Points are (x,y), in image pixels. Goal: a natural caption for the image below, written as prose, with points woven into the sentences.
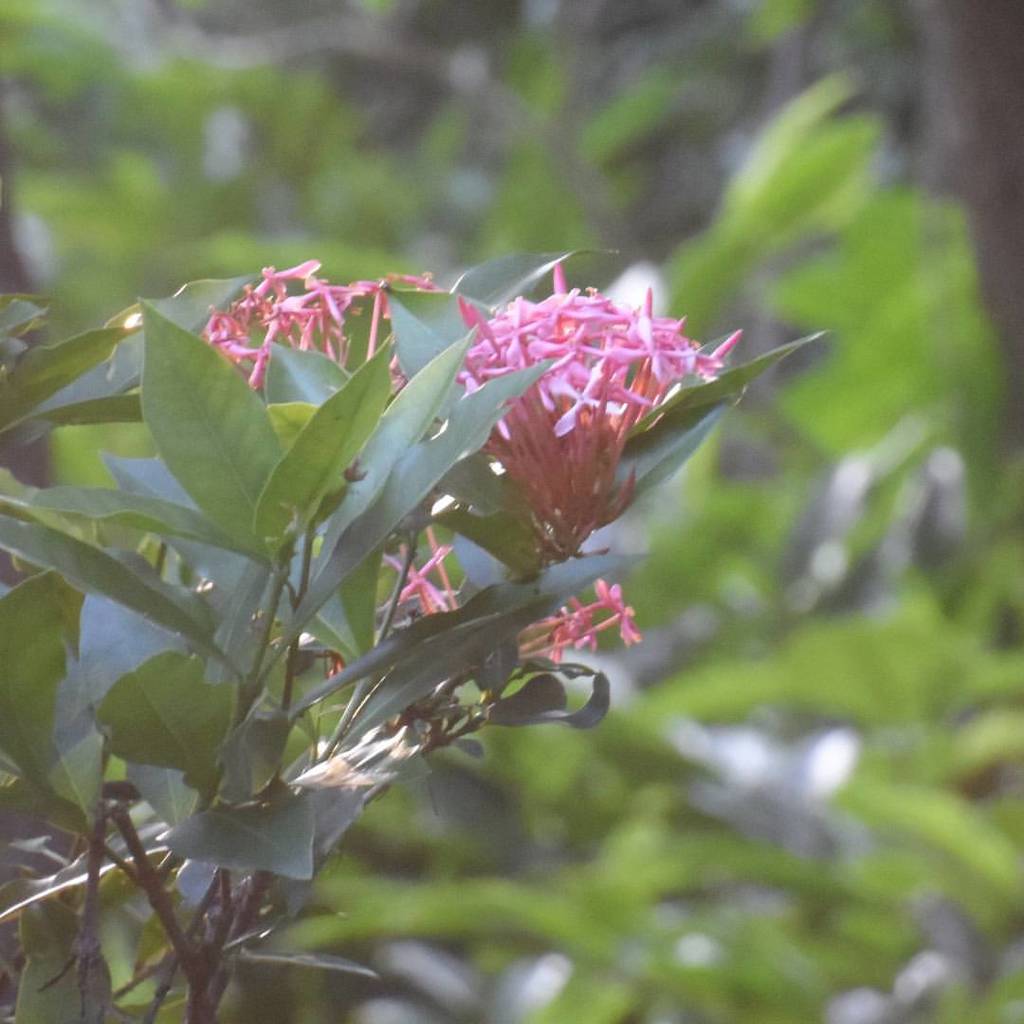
In this picture we can see a plant (608,565) and flowers (529,406) in the front (494,398), in the background (807,237) there are some leaves (754,230), we can see a blurry background (105,150).
